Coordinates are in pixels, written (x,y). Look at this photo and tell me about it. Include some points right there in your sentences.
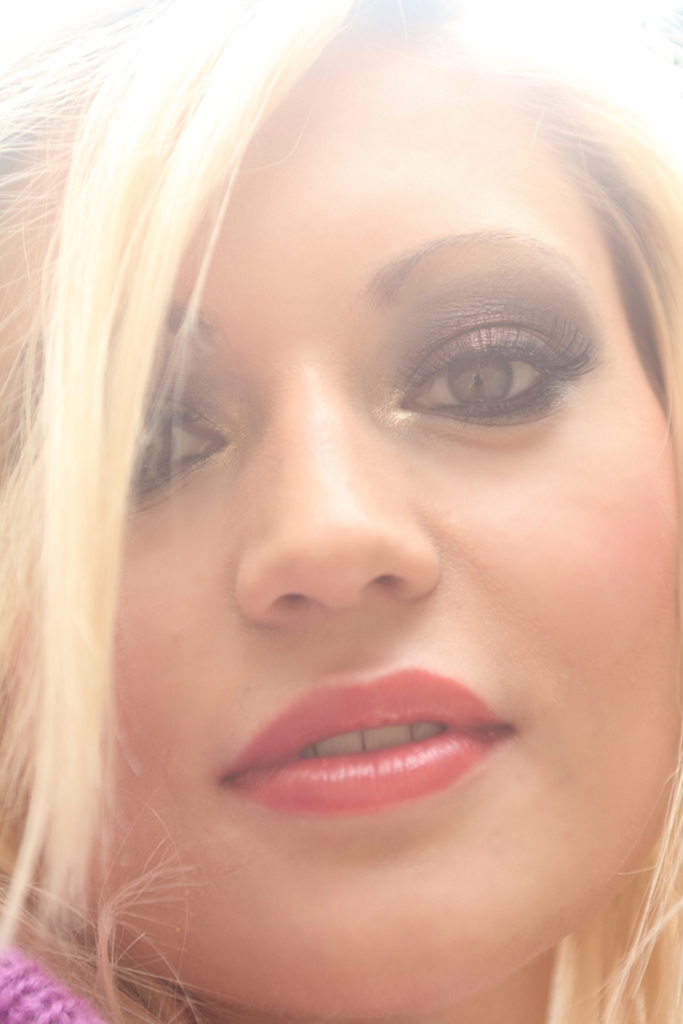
In this image we can see a woman (332,329) with blonde hair (156,278).
